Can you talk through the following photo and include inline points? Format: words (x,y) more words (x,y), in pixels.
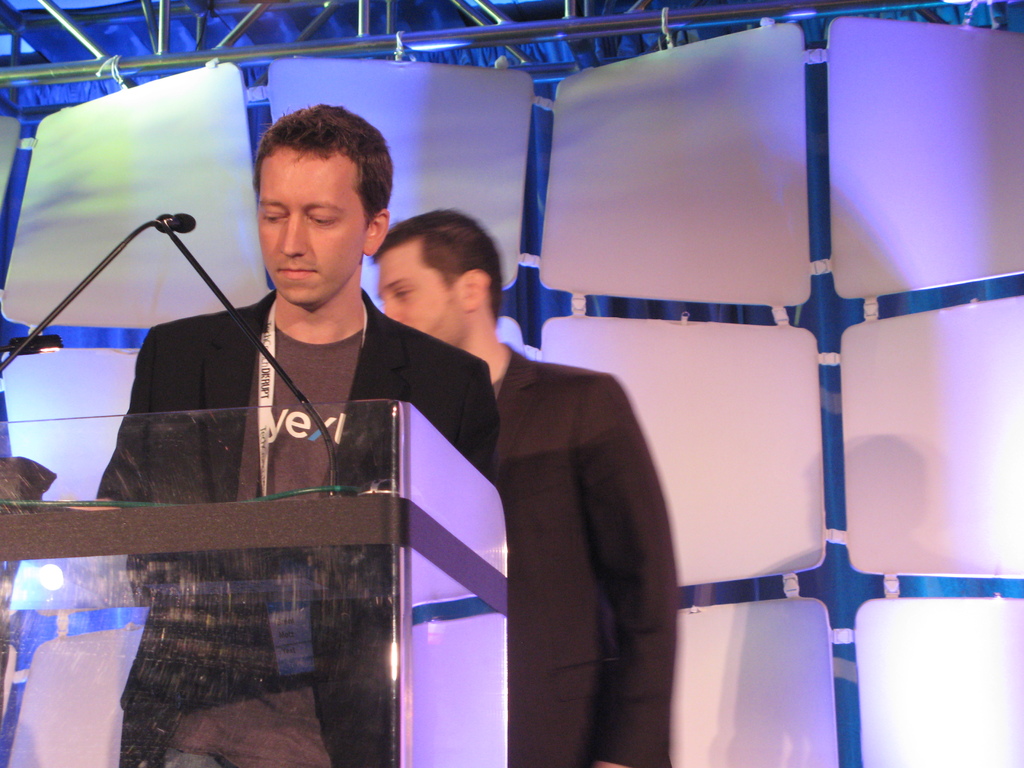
There is a person (285,337) standing and wearing a tag (262,365). In front of him there is a stand (139,447) with mics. In the back (595,518) there is another person (579,510). Also there are rods (355,49) and curtains (629,47) in the background (512,31).
